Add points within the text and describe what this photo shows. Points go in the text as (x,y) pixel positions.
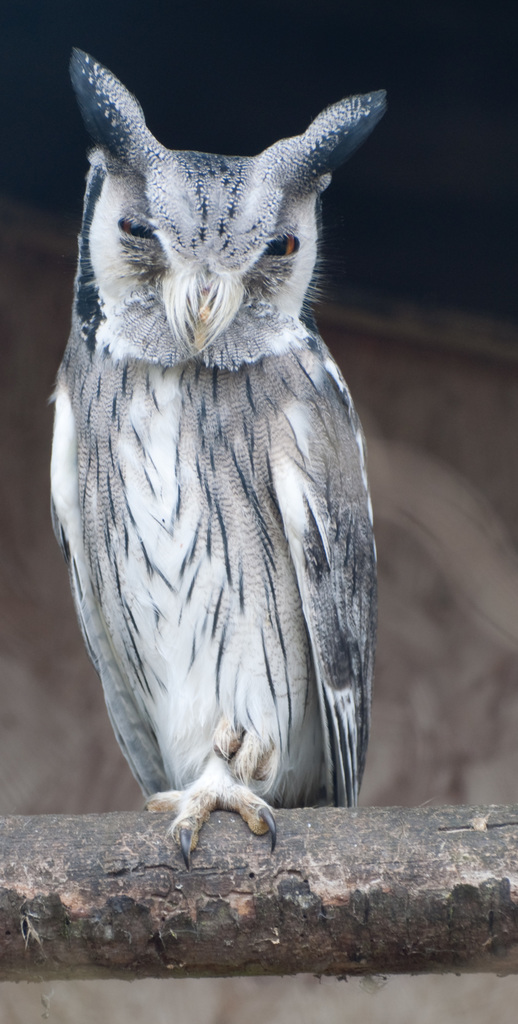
In the center of the image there is a bird (78,62).
